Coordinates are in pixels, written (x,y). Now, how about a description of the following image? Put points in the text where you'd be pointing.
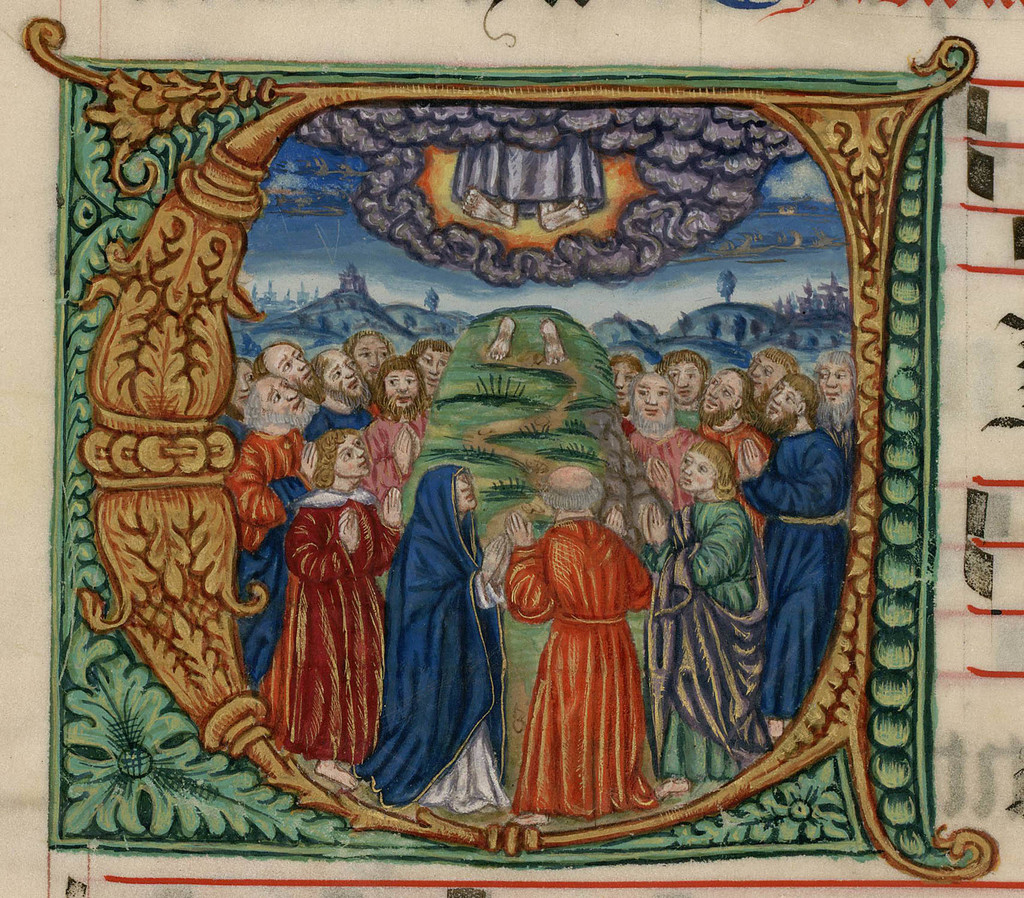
In this image I can see a manuscript painting (821,771) in which a group of people (475,536) are standing on the ground (597,417), grass (558,439), houses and the sky (358,241) I can see.
